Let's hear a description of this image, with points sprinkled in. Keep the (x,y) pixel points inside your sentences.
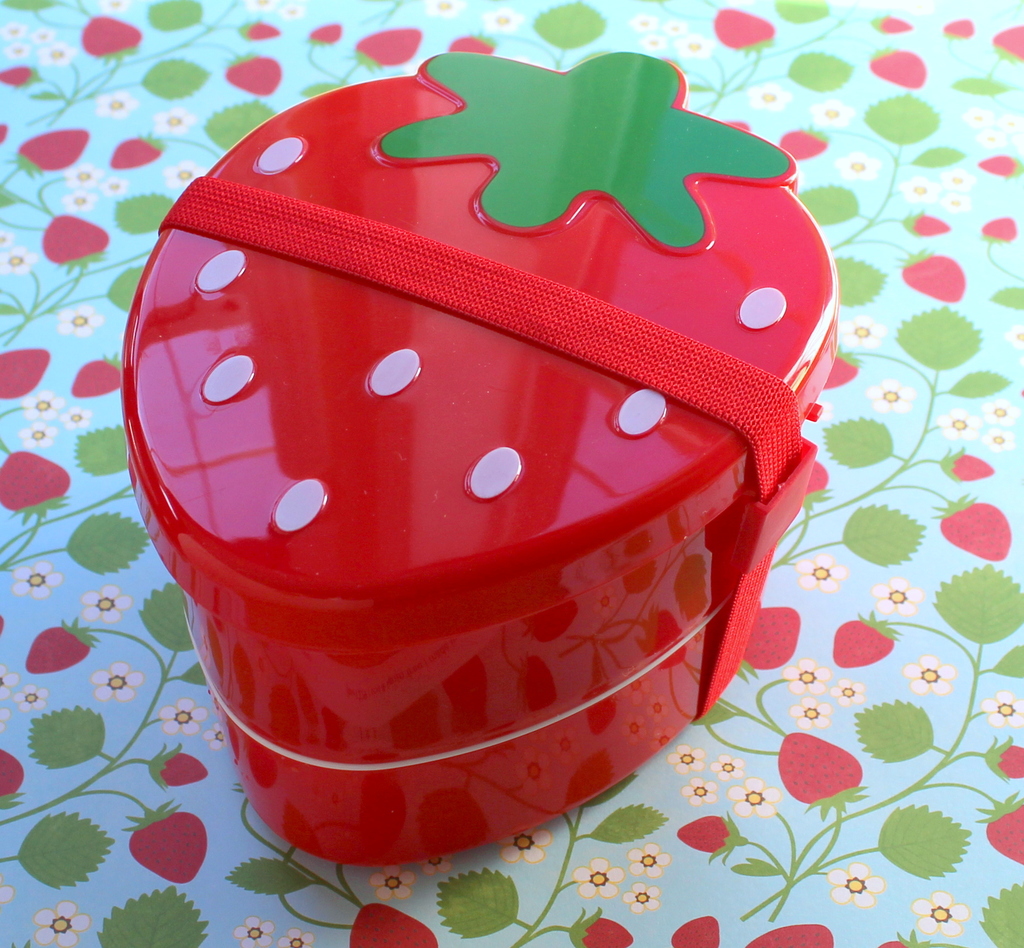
In the image we can see there is a strawberry shaped tiffin box (538,526) kept on the table (51,454).
